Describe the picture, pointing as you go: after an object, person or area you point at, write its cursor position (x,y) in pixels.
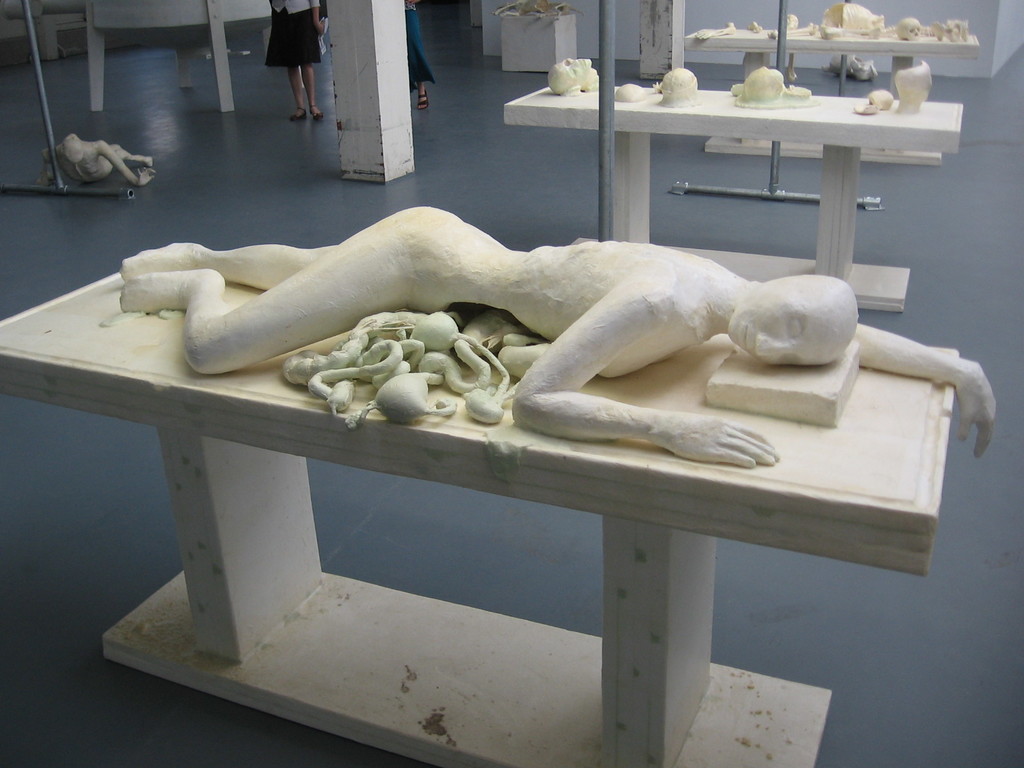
In this image a human statue (553,342) is lying on the table (845,423) having few objects (481,399) on it. There are few tables (725,133) having few sculptures (688,87) on it. Left side (80,166) there is a human statue (106,158). Few persons (295,87) are standing on the floor (298,152). There are few metal stands (54,160) on the floor (360,198).
